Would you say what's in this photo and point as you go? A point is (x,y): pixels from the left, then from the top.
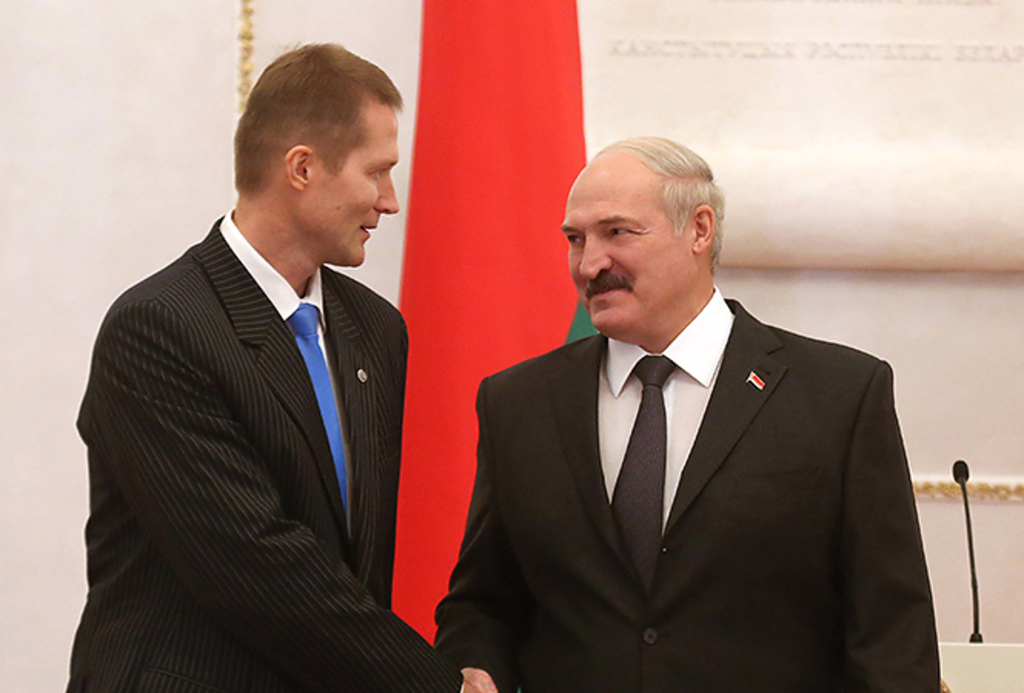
In this picture we can see two men (517,532) wore blazers (154,406), ties (319,363) and shaking hands (485,677) and smiling and at the back of them we can see a flag (514,121), mic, wall (154,115).
